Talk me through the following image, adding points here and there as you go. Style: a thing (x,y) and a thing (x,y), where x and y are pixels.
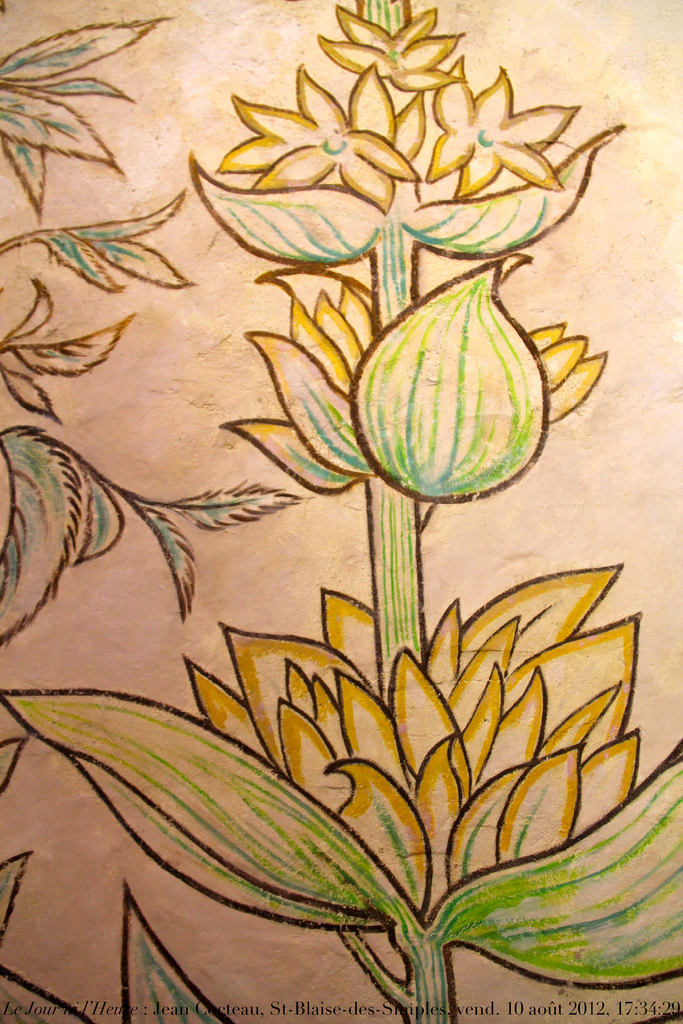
In this image there is a drawing (373,649) of a plant (373,649), there are flowers (393,105), there are leaves (197,1020), there is text (276,1015) towards the bottom of the image (490,1009), there are numbers (512,1009) towards the bottom of the image (517,1005), there is a wall (55,1018) towards the background of the image (317,49).
